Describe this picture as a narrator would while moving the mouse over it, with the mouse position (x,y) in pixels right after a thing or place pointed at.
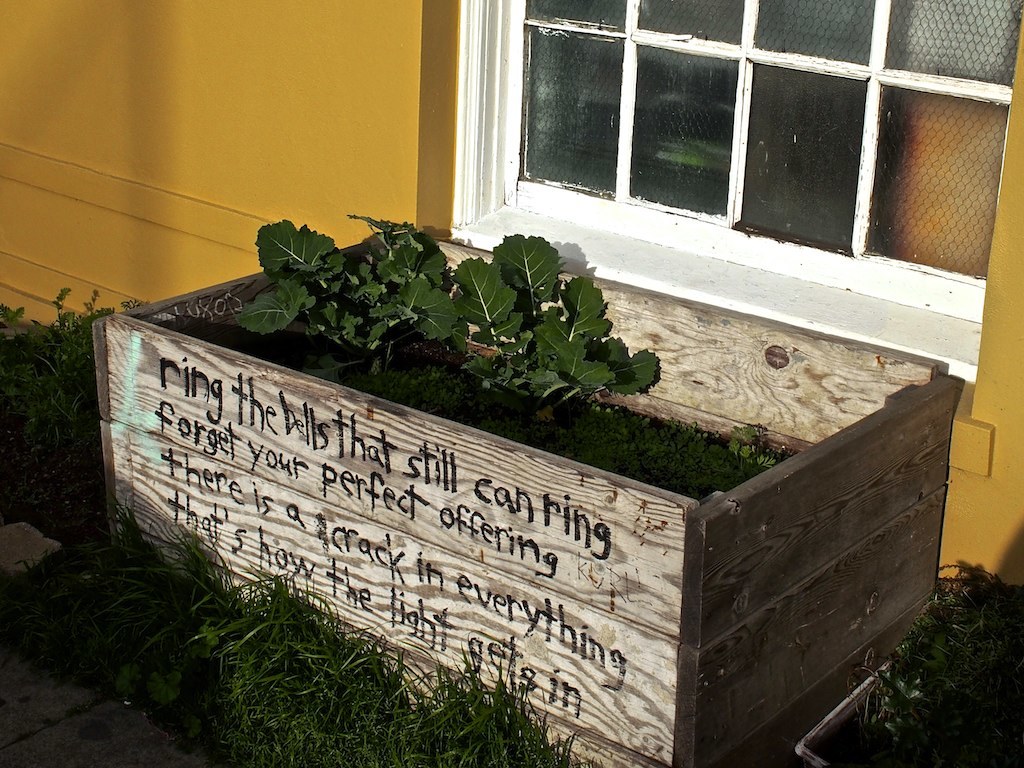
This picture shows plants (585,393) in the wooden box (625,692) and we see text (509,548) on the box (654,581) and a wall (41,250) with glass window (613,214) and we see grass (498,759) on the ground (498,759).
